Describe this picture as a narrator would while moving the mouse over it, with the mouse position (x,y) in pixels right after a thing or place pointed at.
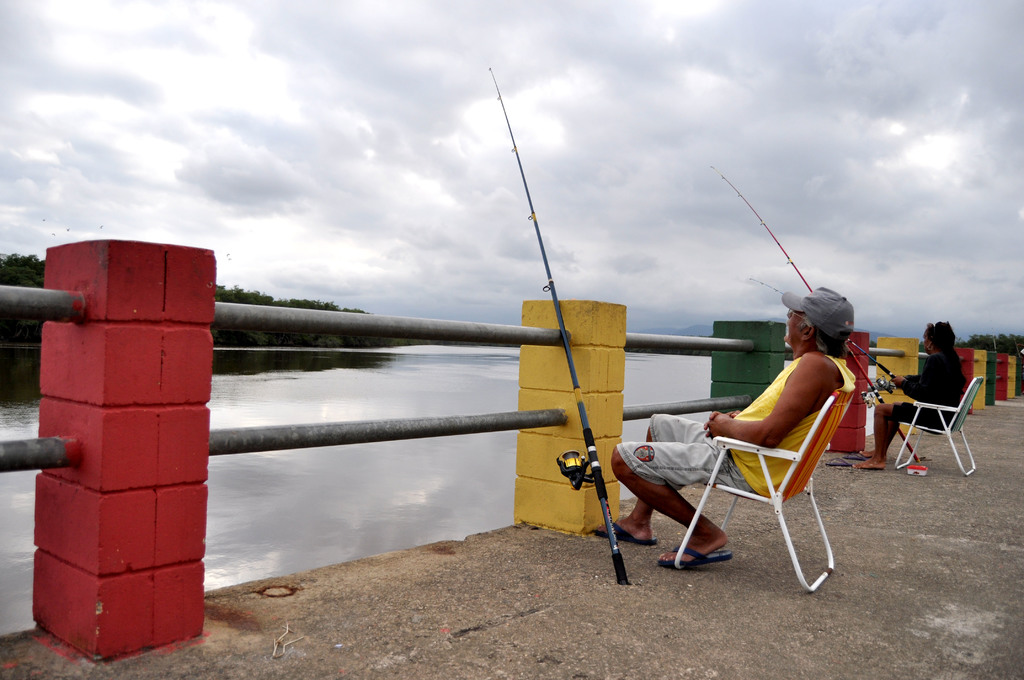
In the foreground of the image (756,456), there are two men (768,459) sitting on the chairs (800,454) and fishing. As we can see fishing rods (886,369) near railing (560,360). In the background (493,401), there is water (426,384), trees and the sky (354,127).
